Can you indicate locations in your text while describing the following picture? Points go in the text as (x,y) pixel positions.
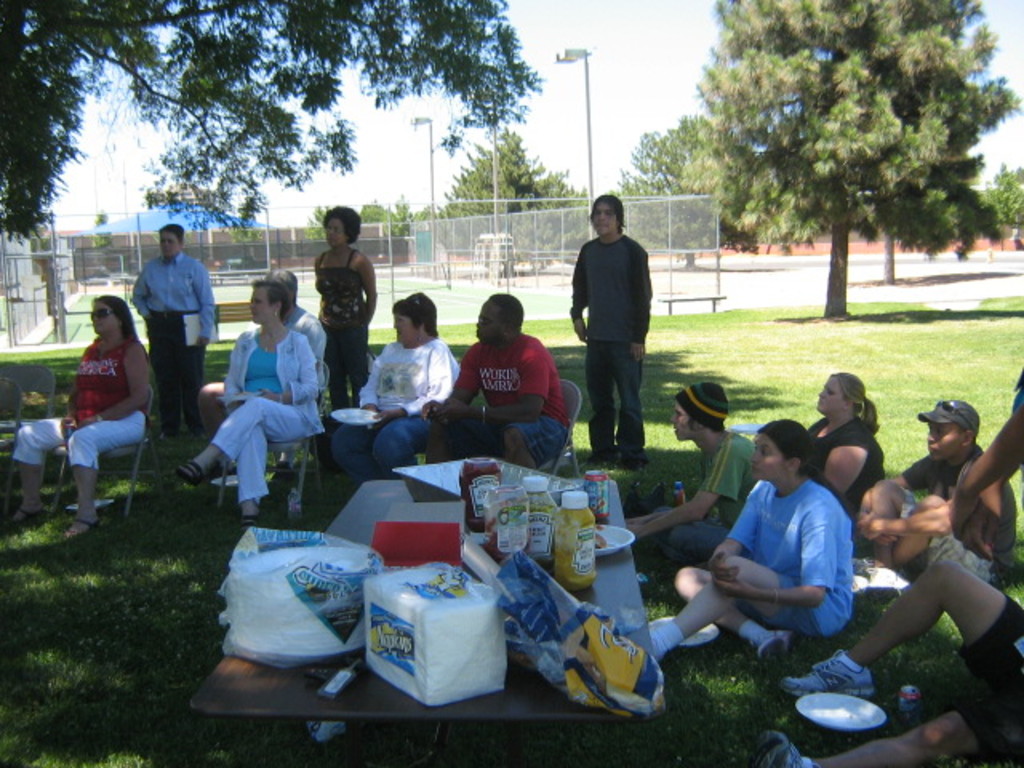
There are some people (314,388) sitting on chairs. Some are sitting on the ground (744,667). Some are standing. There is a table (381,704). On that there are bottles (555,518), tray (502,468), packets (541,605), plate (614,546) and many other items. In the back (701,117) there are trees (456,76), poles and fencing (505,241). On the ground (165,539) there is grasses (779,357). Some persons (703,422) are wearing caps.
